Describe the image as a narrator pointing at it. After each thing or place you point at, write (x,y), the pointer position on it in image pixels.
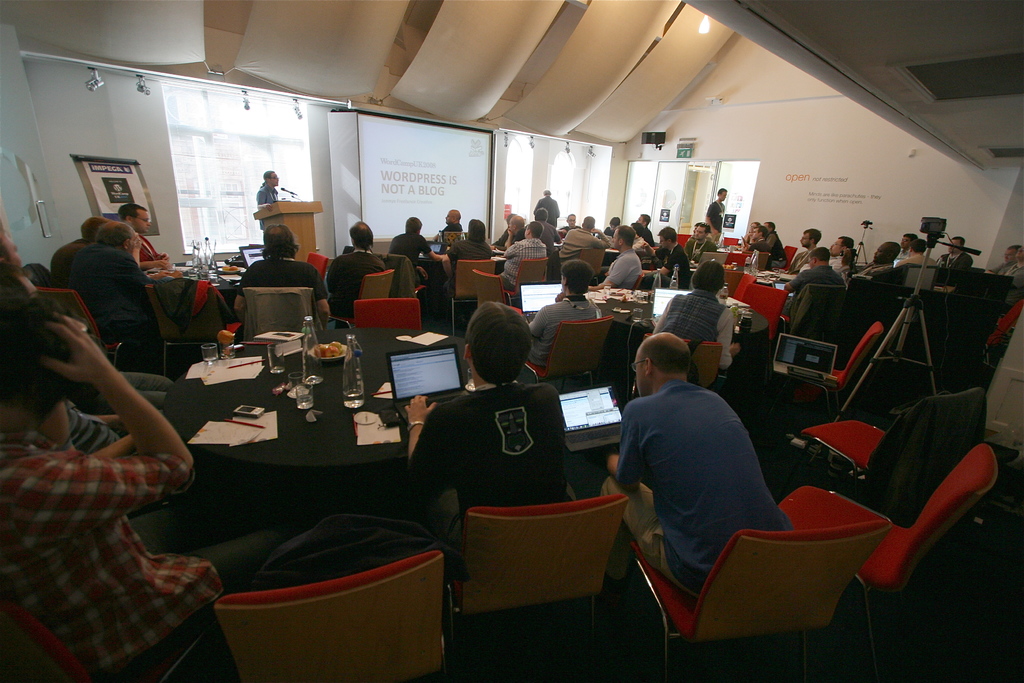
In this image, there are group of people (121,598) sitting on the chair (682,234) in front of the table (322,449) on which papers (226,439), glasses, water bottles (346,386) and laptops (416,370) are kept in front of the screen (474,148). On the roof top (722,50), curtains (588,35) are there of white in color. The walls (838,134) are white in color. In the right middle (950,247), a camera stand (928,353) is there. In the top left (316,210), a person (267,192) is standing in front of the mike (279,189), in front of the standing table (275,206) and talking. This image is taken inside a conference hall (521,153).
